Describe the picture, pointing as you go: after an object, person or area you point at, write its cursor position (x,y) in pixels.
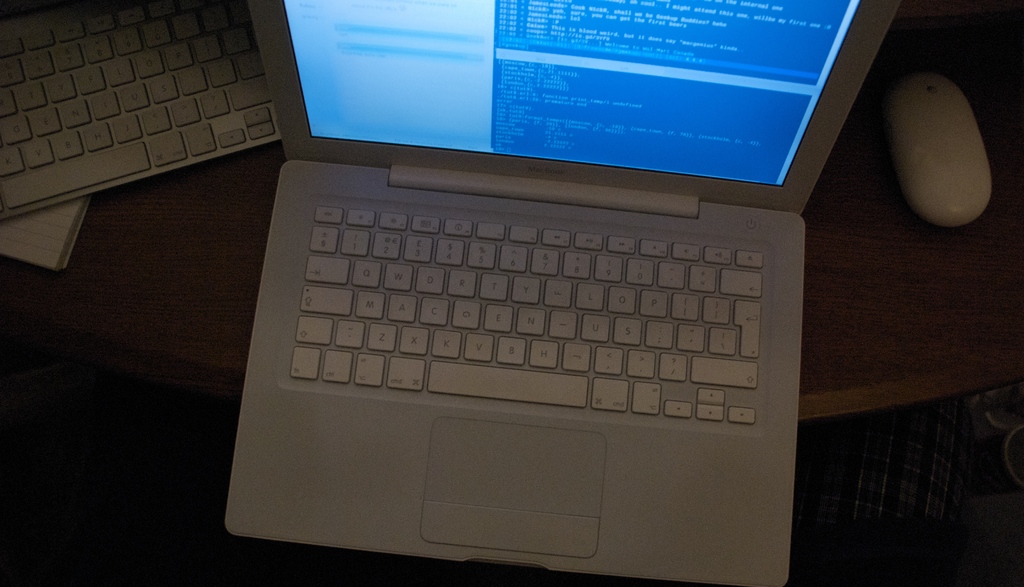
In this picture there are laptops (619,422), book (60,255), mouse (937,177) and a table (119,266). On the right (939,464) at the bottom (933,466) there are some objects (939,456).
